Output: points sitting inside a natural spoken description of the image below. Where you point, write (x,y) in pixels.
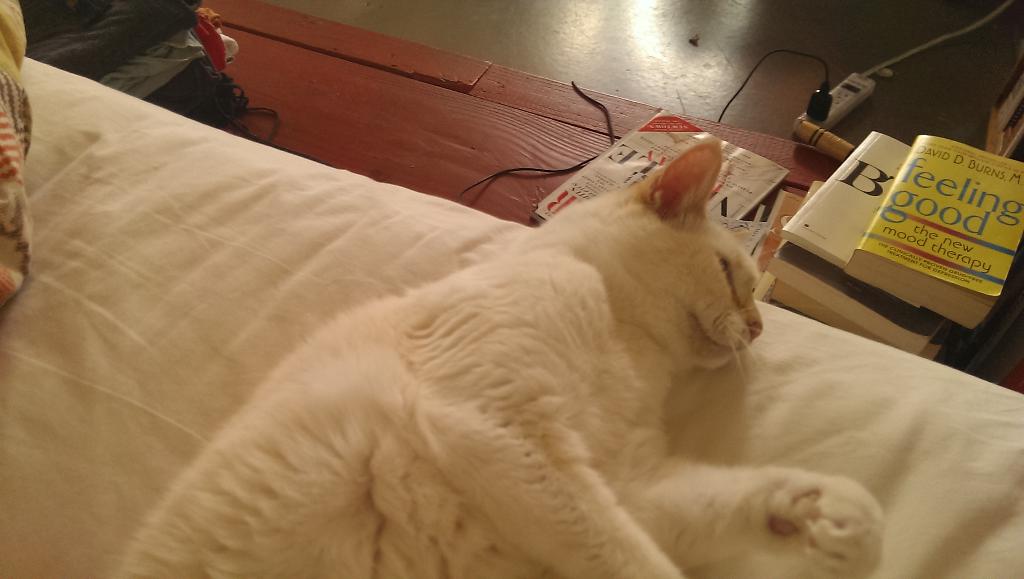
There is a cat (637,458) on the bed (975,507). Here we can see books (933,224), cable (589,161), and clothes (194,11). And this is floor (735,40).
